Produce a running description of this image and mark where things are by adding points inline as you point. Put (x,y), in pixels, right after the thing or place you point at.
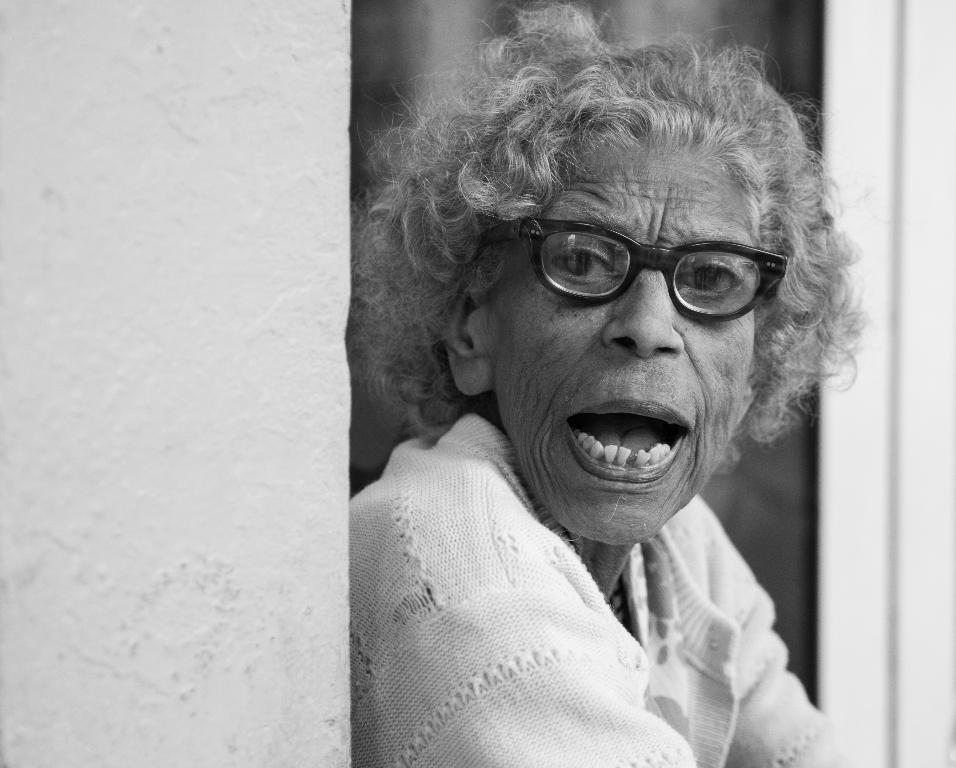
In this image we can see a woman (512,691) speaking something. She is wearing a sweater (557,637) and a spectacle (664,261).
